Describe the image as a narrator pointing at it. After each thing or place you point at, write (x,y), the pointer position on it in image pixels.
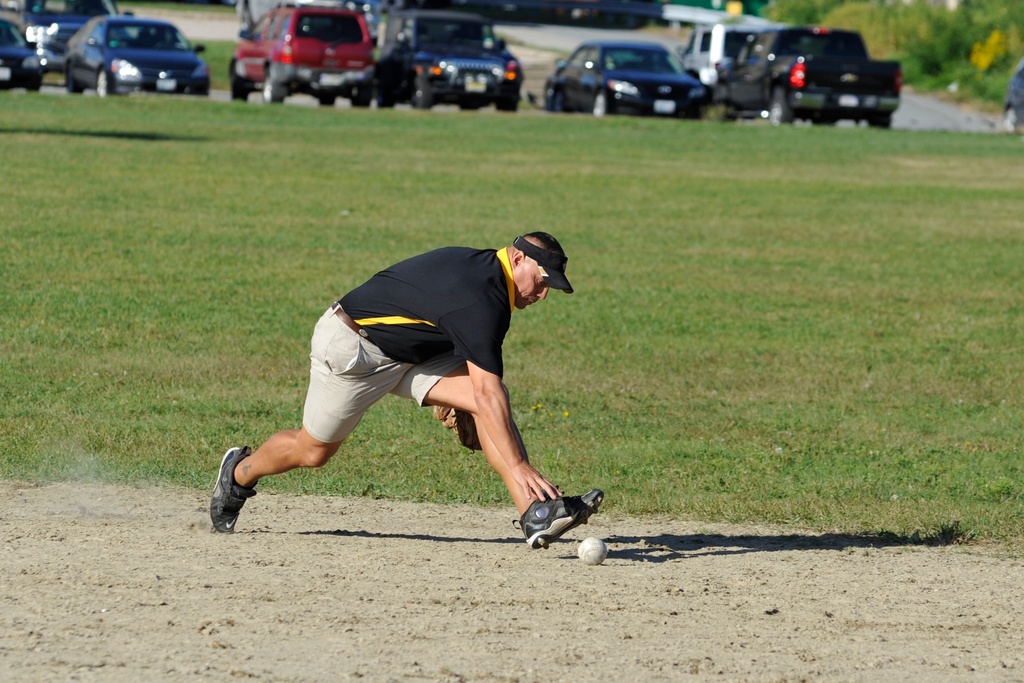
This is the man (307,463) running. This looks like a baseball (584,547). He wore a cap (563,268), T-shirt (398,307), short (326,415) and shoes (216,504). This is the grass (262,252). I can see few cars (468,55), which are parked. In the background (936,32), I think these are the trees (971,48).
